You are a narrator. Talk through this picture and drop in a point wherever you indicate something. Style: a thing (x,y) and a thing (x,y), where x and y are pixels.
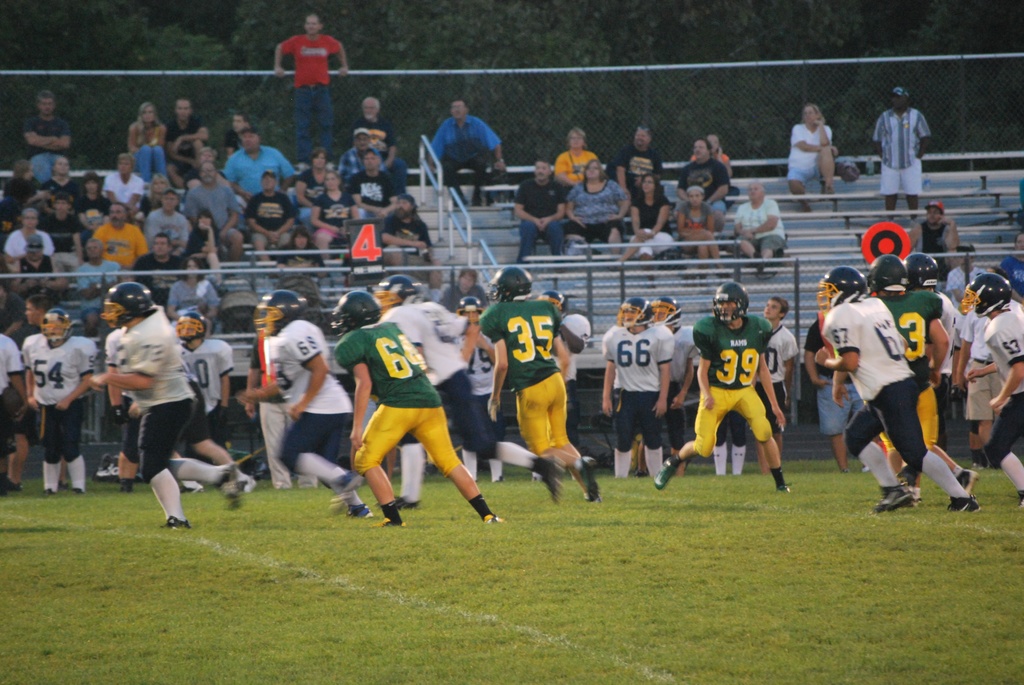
This is the picture of a stadium (680,334). In this image there are group of people (681,432) running in the foreground (691,360). At the back (717,172) there are group of people (706,200) sitting and there is a person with red t-shirt (308,55) is standing at the fence (405,108). At back (361,10) there are trees (661,82) behind the fence (651,111). At the bottom (608,568) there is grass (666,597).
